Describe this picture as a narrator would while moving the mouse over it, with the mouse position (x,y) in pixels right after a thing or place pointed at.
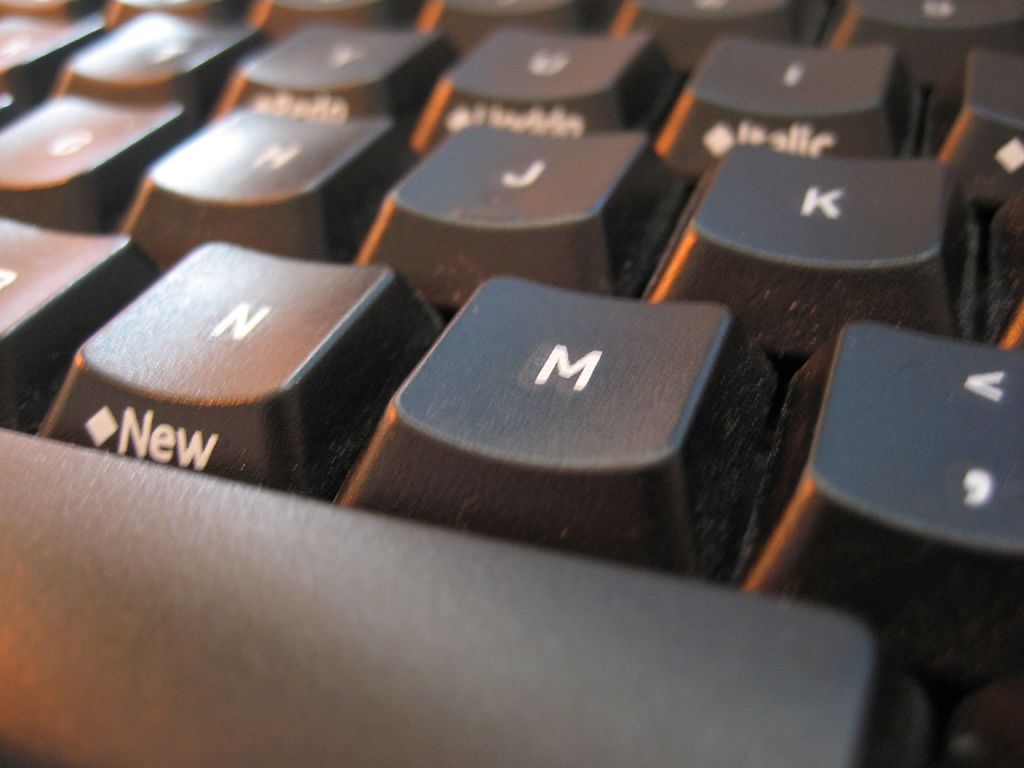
In this image I can see the keyboard (305,131). On the keyboard (423,327) there are alphabets (519,182) on the buttons (487,312). And there is a name new (161,442) on one of the button (112,321).
